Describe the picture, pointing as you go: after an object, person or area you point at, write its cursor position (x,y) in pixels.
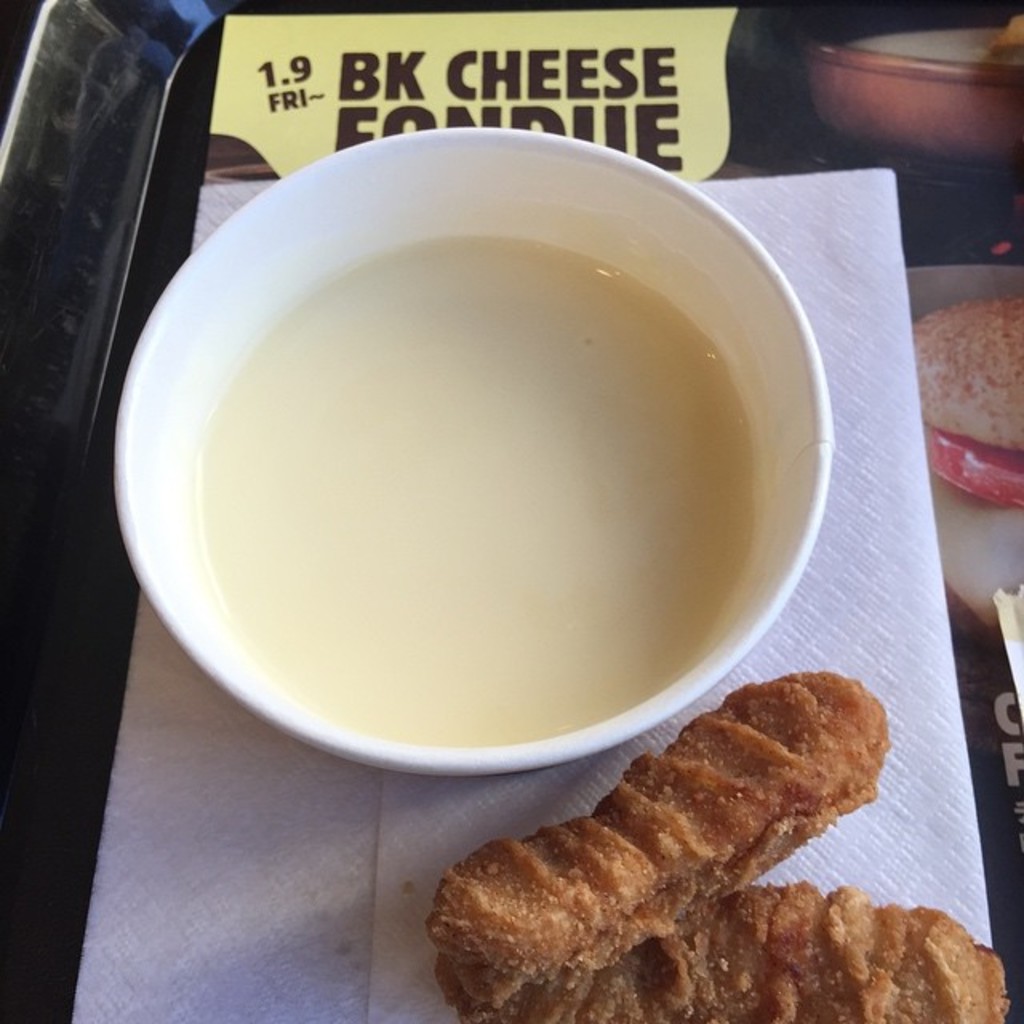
In this picture there is a drink (585,604) in the disposal glass (738,636) and there is food (768,761) on the tissue (854,514). At the bottom (41,683) there is a tray (36,671) and there is a text (394,68) on the tray (11,500).
